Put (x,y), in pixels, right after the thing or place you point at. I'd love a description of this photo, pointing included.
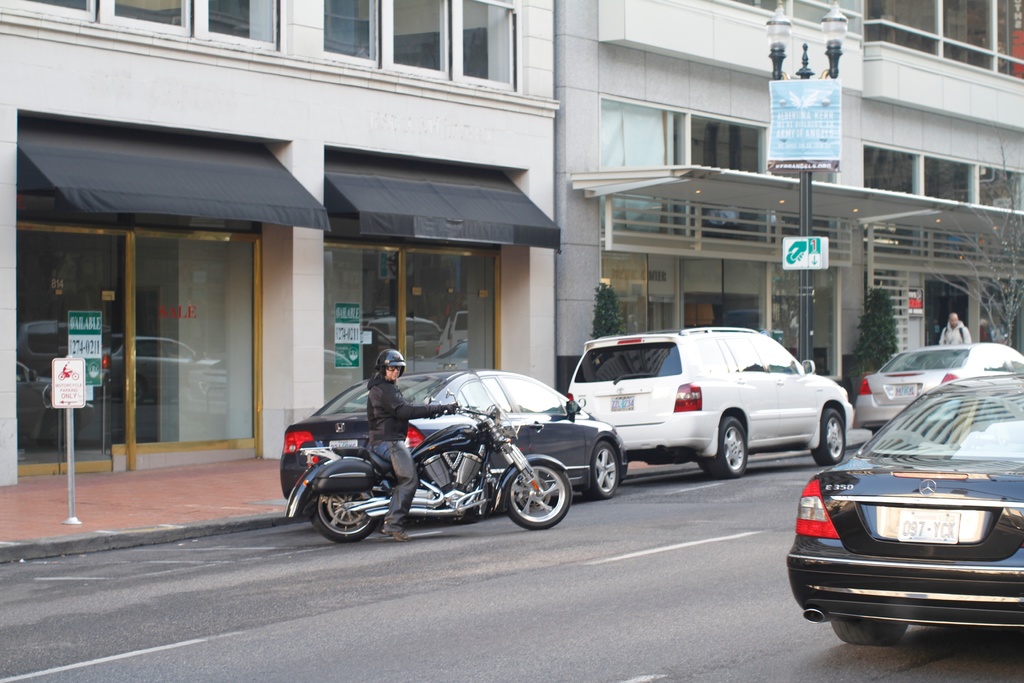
In this picture there are cars (703,392) on the road (668,673) and there is a person (371,390) sitting on the motor bike (479,514) and there is a person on the footpath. There are buildings (575,303), trees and poles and there are boards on the poles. At the bottom (467,574) there is a road (535,574).
